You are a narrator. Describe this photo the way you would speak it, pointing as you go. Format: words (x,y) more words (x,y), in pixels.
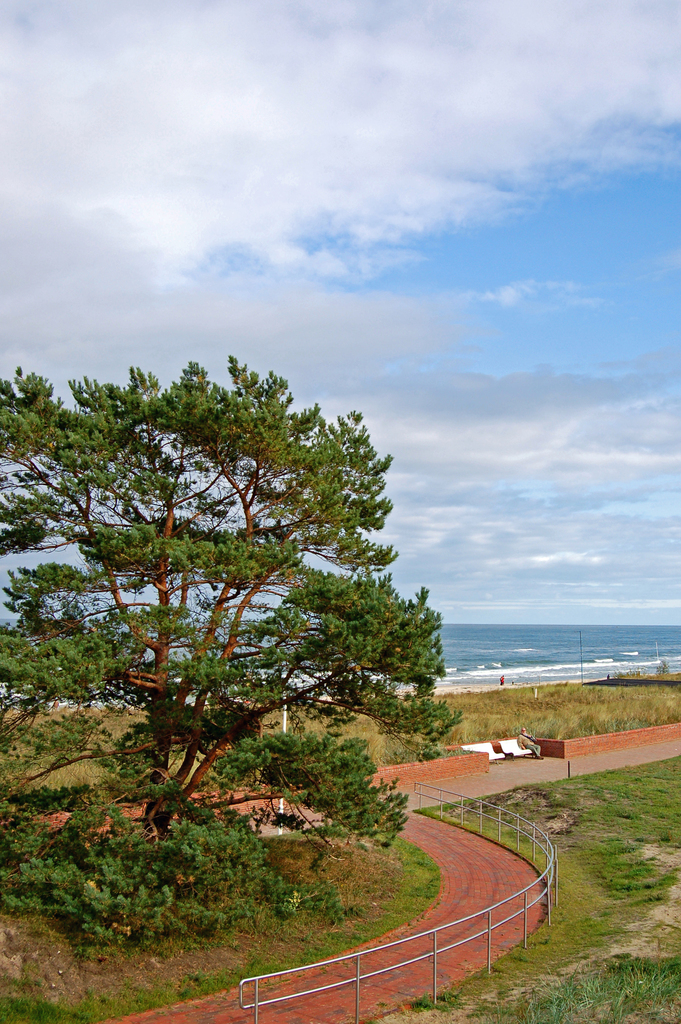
In this image I can see a trees (175,642) and fencing (357,971). Back I can see chairs (513,748), dry grass (567,726) and water (539,641). The sky (432,232) is in white and blue color.
